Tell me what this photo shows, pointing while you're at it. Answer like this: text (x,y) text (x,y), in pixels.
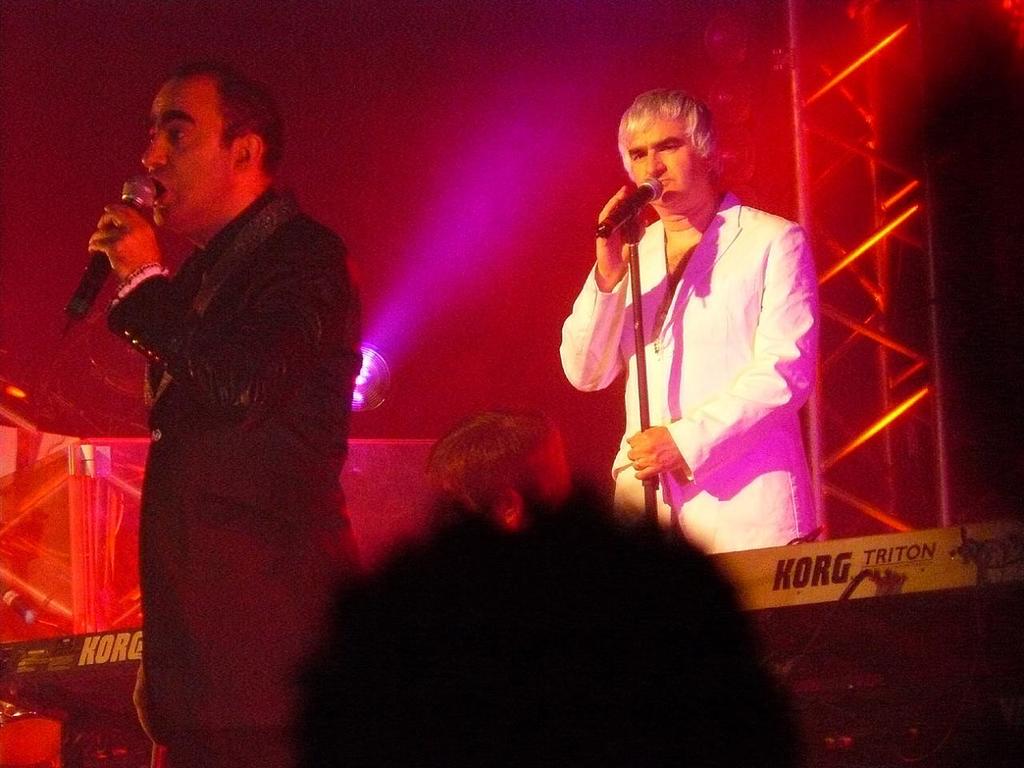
In this image on the right (708,260), there is a man (731,295). He wears a shirt (751,353), he is holding a mic (635,204). On the left (216,339) there is a man (190,352), he wears a black shirt (230,425), he is holding a mic (106,274), he is singing. At the bottom (638,634) there are musical instruments (763,632), person (565,640). In the background (985,296) there are lights (361,399), stage (500,362).
